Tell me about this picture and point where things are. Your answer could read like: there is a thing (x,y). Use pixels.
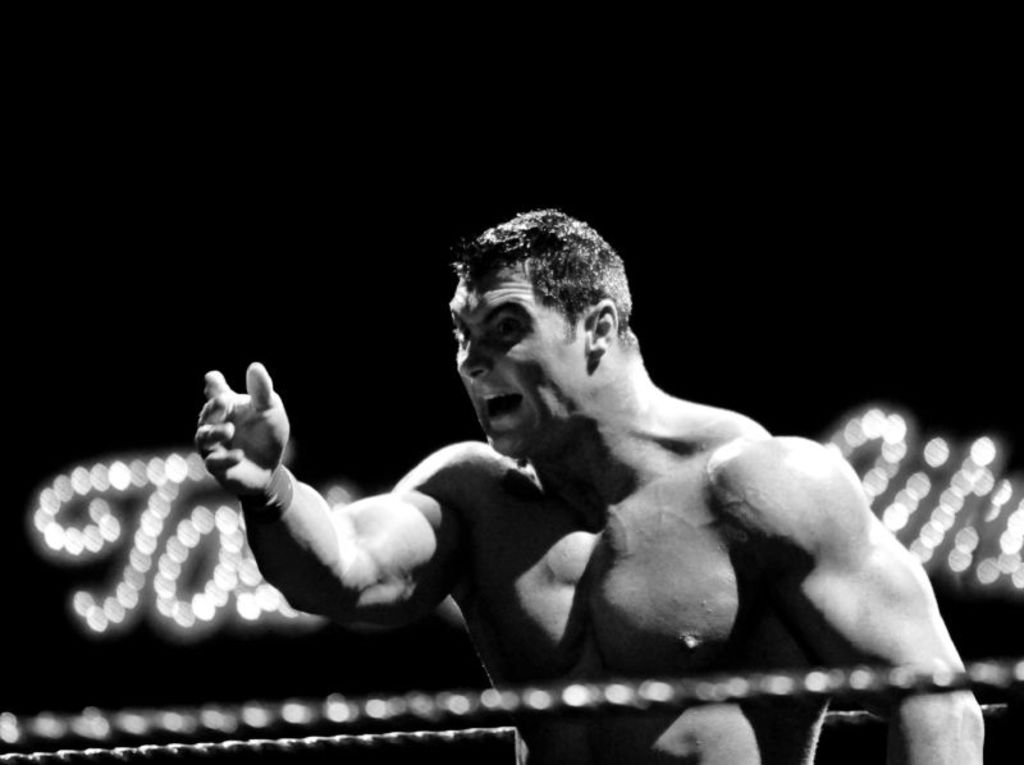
In this image we can see a black and white picture of a person (629,499). In the background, we can see ropes (397,714) and some lights (226,570).
